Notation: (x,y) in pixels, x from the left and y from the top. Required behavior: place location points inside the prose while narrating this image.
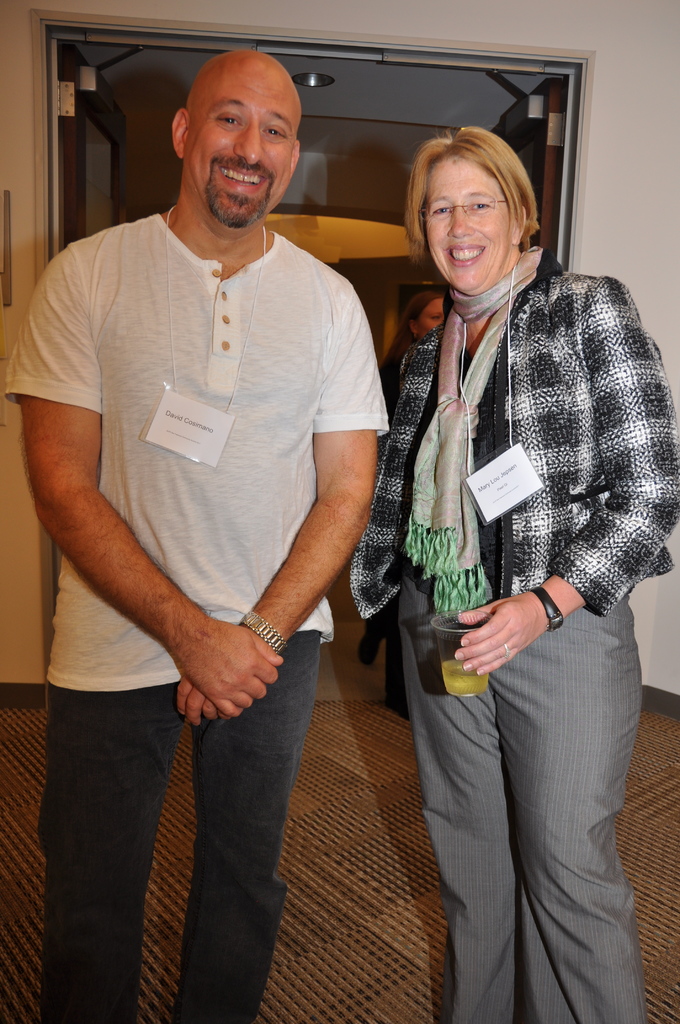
In this image we can see two persons (509,626) with smiling faces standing and wearing ID cards (523,487). There is one carpet (361,773) on the ground (326,986), one woman (499,639) holding a glass (448,652) with liquid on the right side of the image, one object (5,199) attached to the wall (17,184) on the left side of the image (4,303), one object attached to the wall (372,264) in the background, and one woman (412,322) standing near the door (47,208).
